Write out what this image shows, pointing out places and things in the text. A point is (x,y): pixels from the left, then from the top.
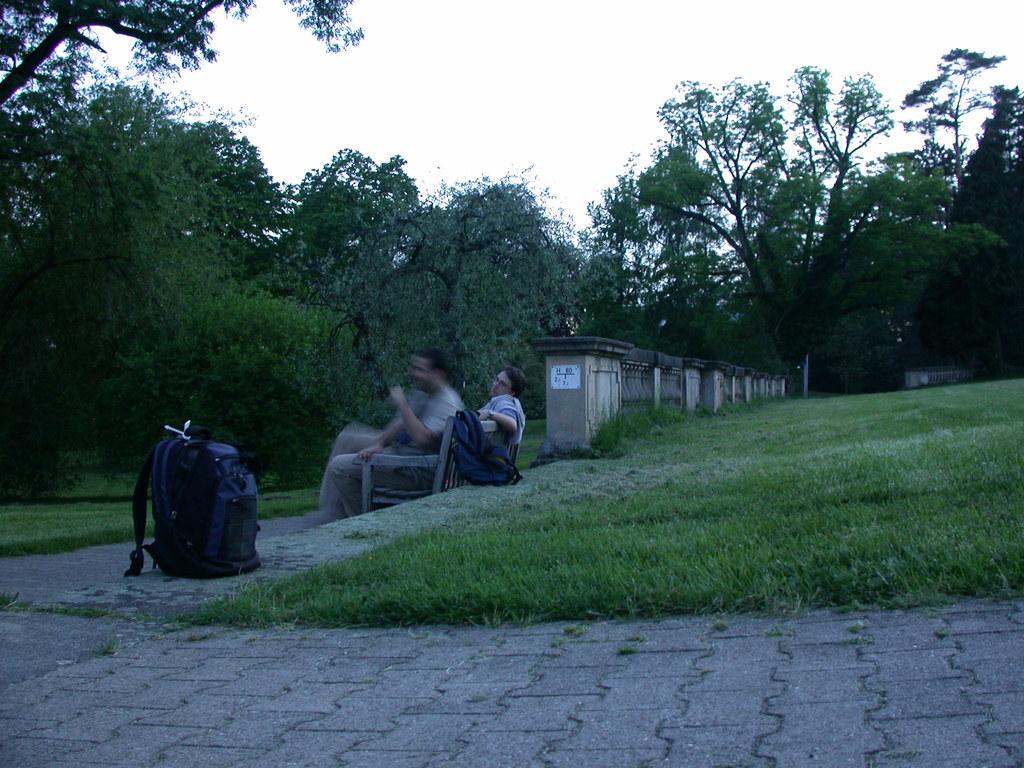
Two men (340,438) are sitting on the bench (429,486) there are trees (312,226) around them and in the right (736,477) its a grass (283,585) there is a bag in the left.
